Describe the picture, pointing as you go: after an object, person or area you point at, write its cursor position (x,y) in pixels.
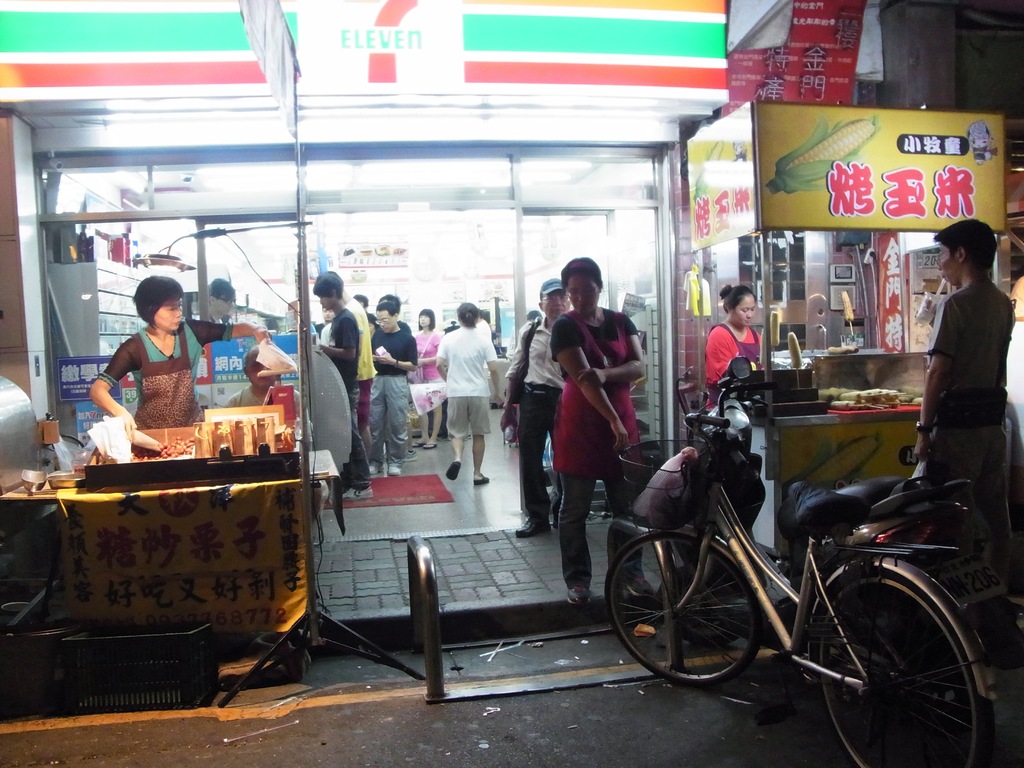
In this image I can see the ground (520,727), few bicycles (732,630), few food stalls (798,370), few persons (610,356) standing and in the background (524,141) I can see a building (473,113) in which I can see few persons (421,333) standing and few other objects (449,317).
